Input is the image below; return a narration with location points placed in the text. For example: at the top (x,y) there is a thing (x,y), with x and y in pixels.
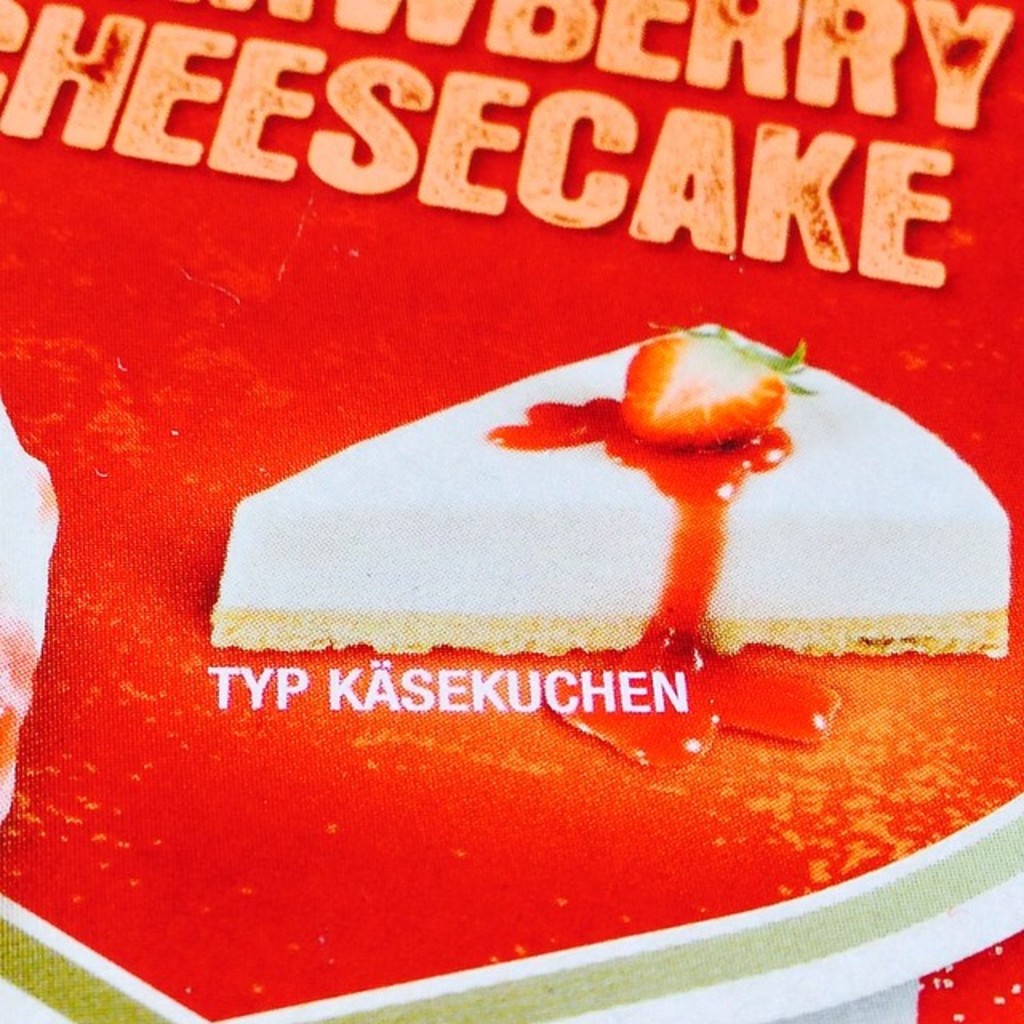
In the picture we can see a part of the magazine (535,903), which is red in color and on it we can see a name (8,120) as cheese cake and an image (267,500) of a strawberry slice (447,561) on it.
